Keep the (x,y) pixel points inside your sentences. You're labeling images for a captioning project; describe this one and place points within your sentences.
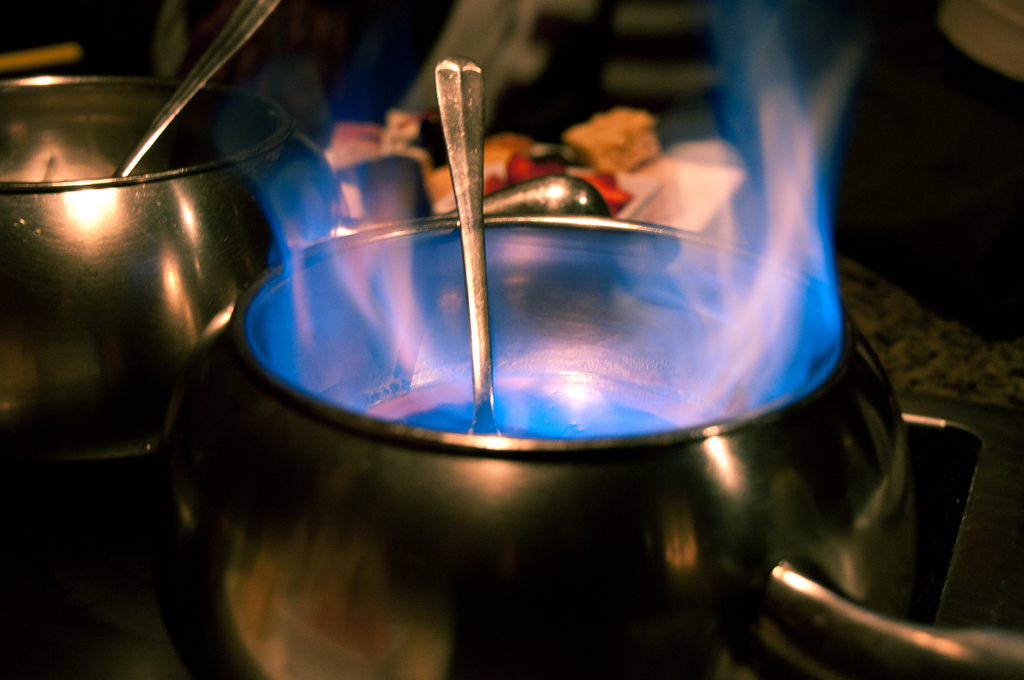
In this picture I can observe two dishes (195,347). In the middle of the picture (373,257) I can observe fire (361,296) in one of the dishes (614,357). I can observe spoons (143,151) in these two dishes (229,228).
